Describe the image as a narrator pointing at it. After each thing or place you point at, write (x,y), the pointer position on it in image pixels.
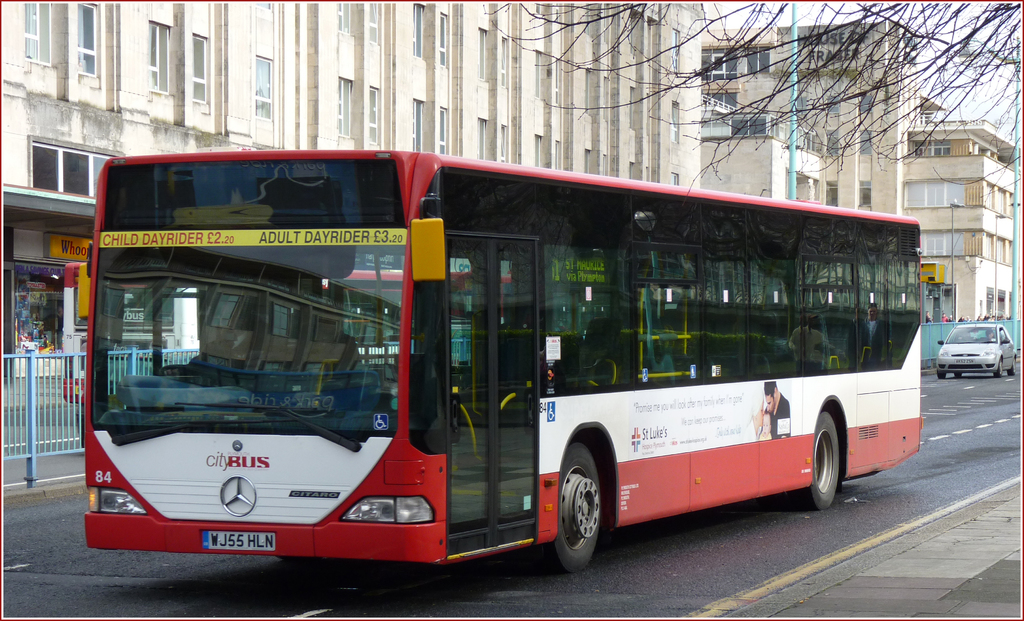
In this image in the center (596,311) there is one bus (607,398), and in the background (169,121) there are buildings (487,105), poles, trees (964,123), railing (31,387). At the bottom (954,427) there is road (938,434), and on the right side (966,345) there is one car (964,357).
